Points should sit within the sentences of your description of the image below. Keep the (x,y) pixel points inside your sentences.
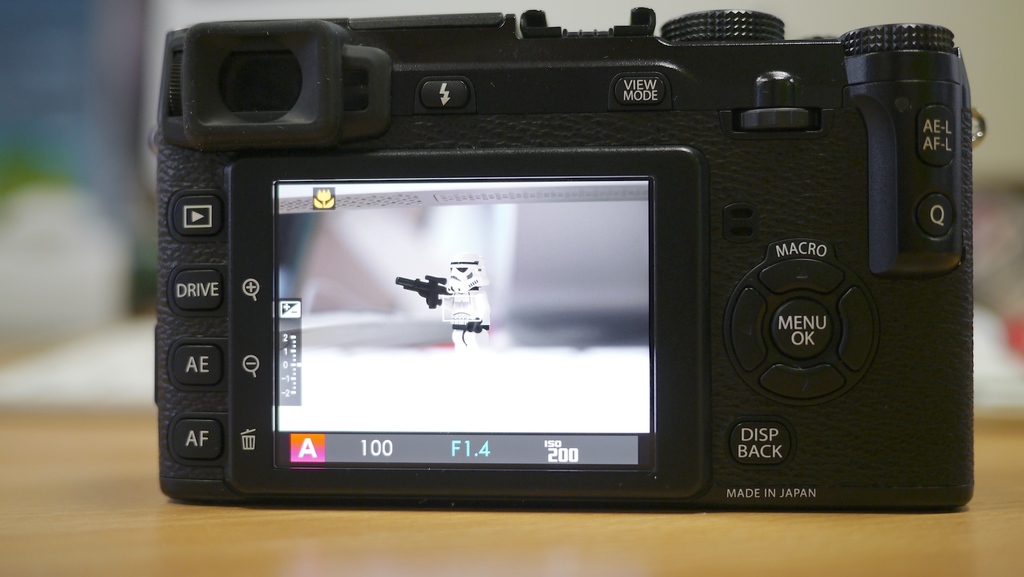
In this picture there is a close view of the black color digital camera (791,449) placed on a wooden table top (510,546). Behind there is a blur background (7,380).
